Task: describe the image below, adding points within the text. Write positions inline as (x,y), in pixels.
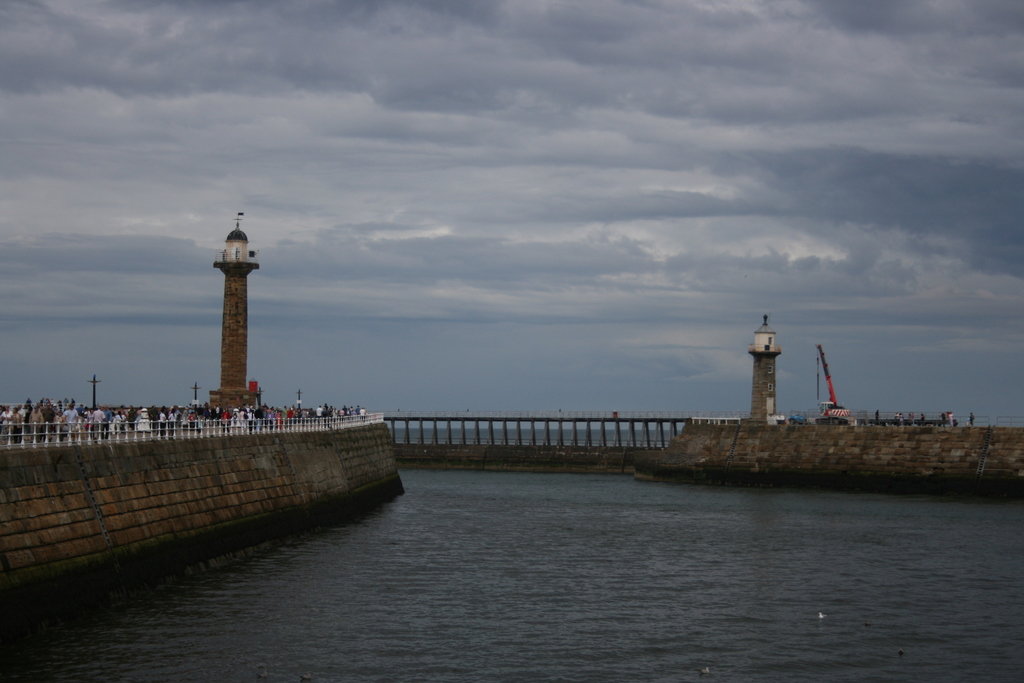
In this image I can see the water (494,531). To the left (206,422) I can see the railing (265,420), many people (149,415) with different color dresses (162,415), tower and the poles (197,389). To the right (897,416) I can see the railing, few more people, crane (842,412) and the tower (765,410). In the background (567,450) I can see the bridge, clouds (799,386) and the sky (471,131).
